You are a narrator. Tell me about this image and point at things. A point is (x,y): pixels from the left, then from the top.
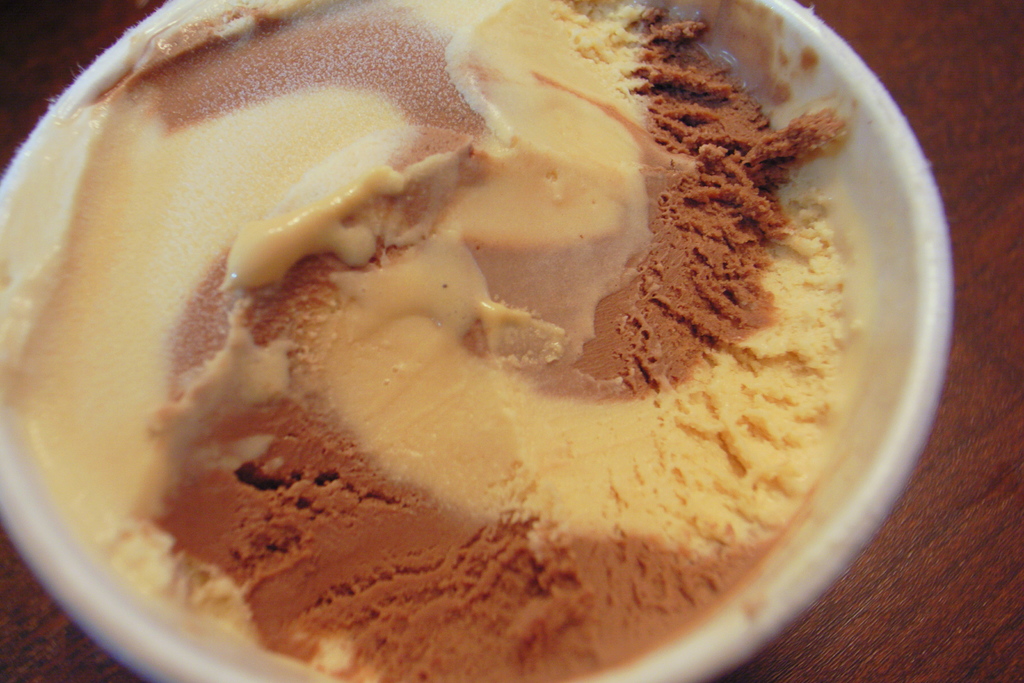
In this image, there is bowl (890,406) contains some food (544,349).
